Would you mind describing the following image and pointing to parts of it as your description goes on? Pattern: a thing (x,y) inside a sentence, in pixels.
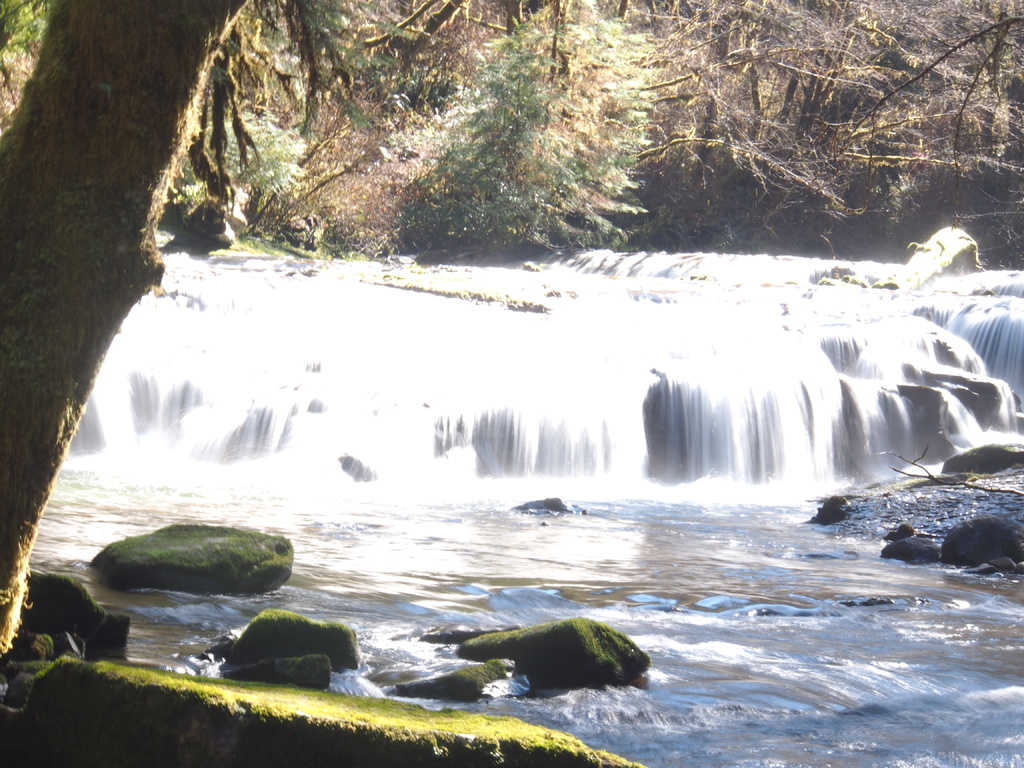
In this image, we can see trees (97,150), rocks (116,566) and there are waterfalls (651,373).
